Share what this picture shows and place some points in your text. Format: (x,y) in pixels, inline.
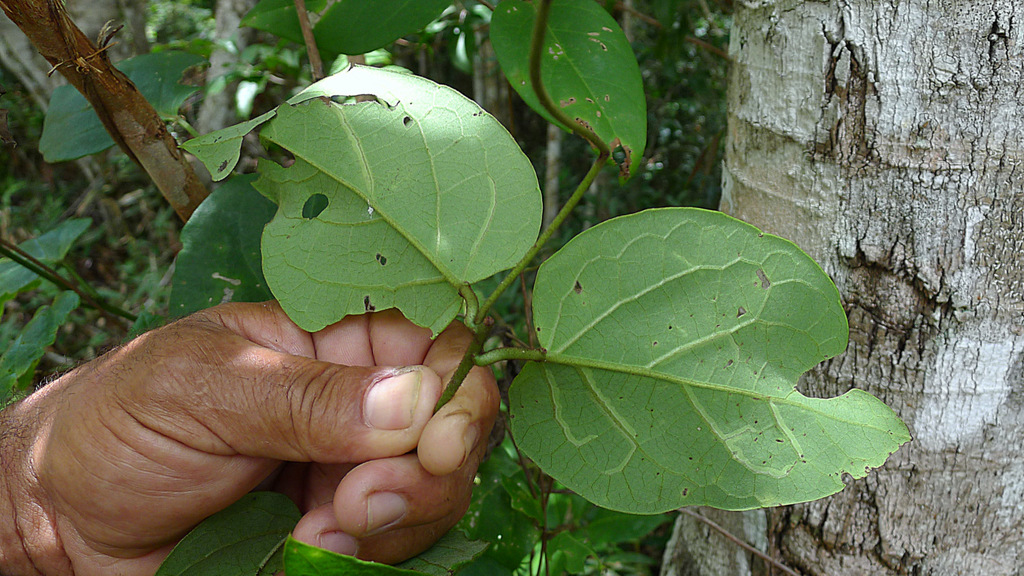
In this image we can see a person's hand (292,435) holding the stem (480,328) with leaves (556,273). In the background of the image (973,152) there is a bark (782,159) and plants (237,266).
